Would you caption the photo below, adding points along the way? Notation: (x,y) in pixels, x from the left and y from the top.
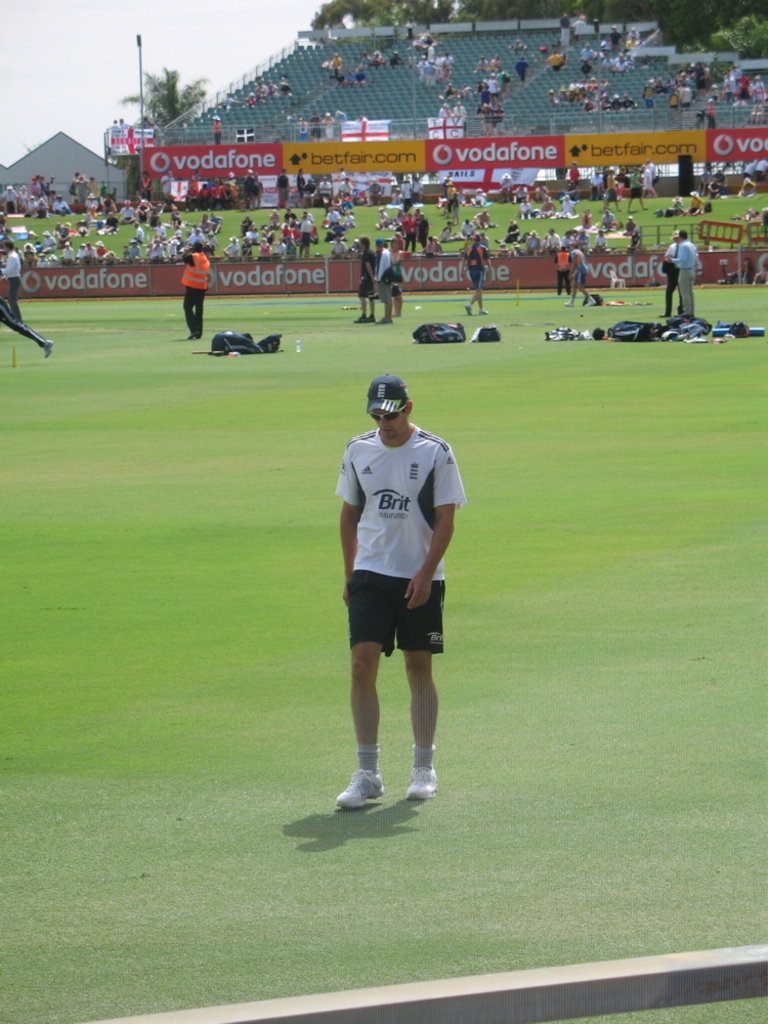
In this image there is grass (628,804). There are people (386,436). There is a wall (167,276). There are steps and chairs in the background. There are people (339,249) behind the wall (448,264). There are trees (382,2) in the background (706,18).
